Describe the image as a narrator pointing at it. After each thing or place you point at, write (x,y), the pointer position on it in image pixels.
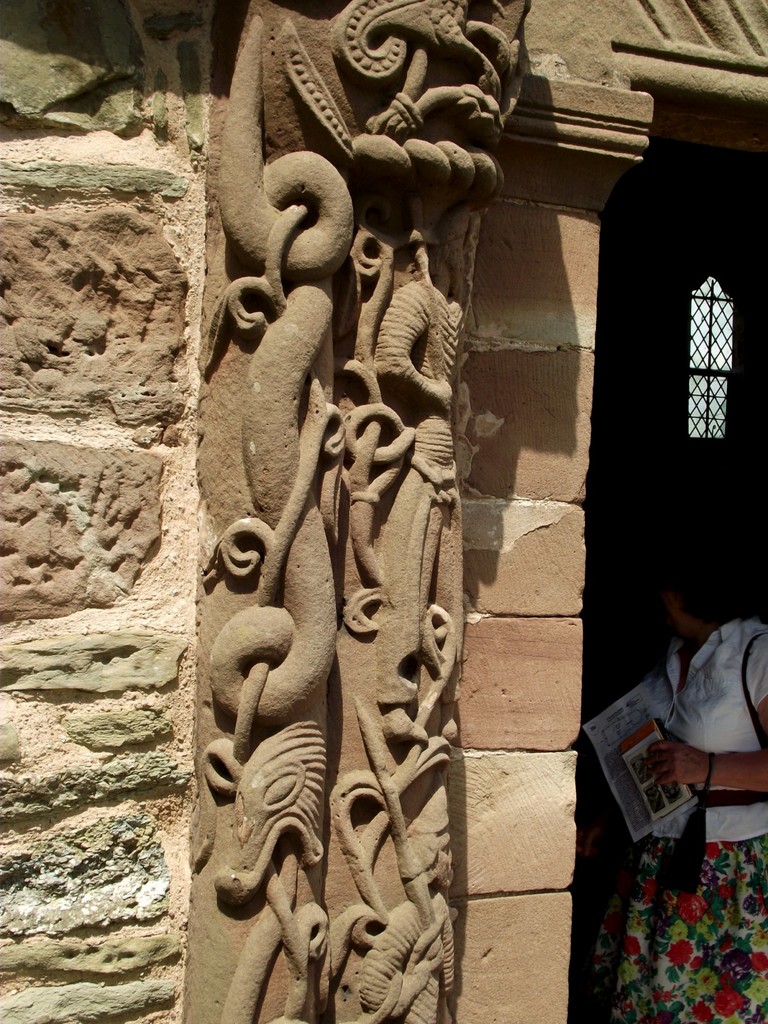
In this image, we can see some art (290,742) on the wall (474,402). Right side of the image (762,885), we can see a woman (737,718) is holding a book (634,743) and paper (617,761). Here we can see a window (710,367) with grill (690,369).
